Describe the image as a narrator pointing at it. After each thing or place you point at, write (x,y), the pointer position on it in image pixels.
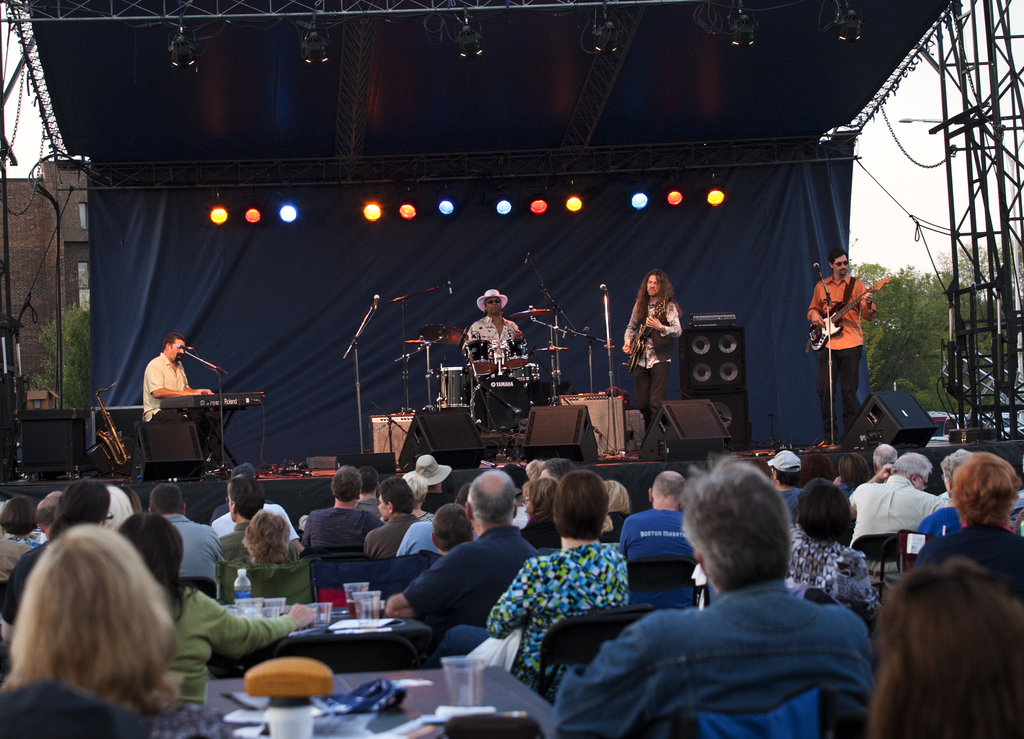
a rock band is performing on a stage (300,421) while others are sitting and watching.
